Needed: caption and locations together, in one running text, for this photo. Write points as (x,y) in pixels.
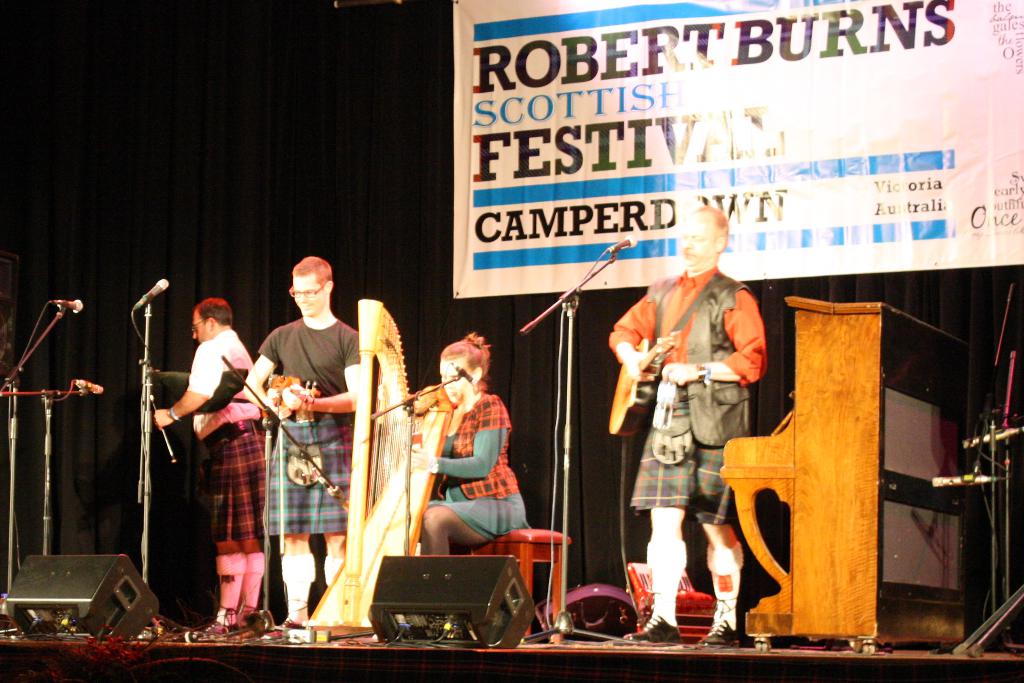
The picture is taken on the stage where people (260,547) are performing with their instruments (412,489) and coming to the right corner of the picture (696,324) one person (643,319) is standing and holding a guitar (660,366) beside him there is one wooden piano (793,529) and in the centre of the picture (506,411) one woman (506,411) is sitting on the chair (525,565) and performing a musical instrument (394,472) and behind her there is a big black curtain (336,281) and with a poster (586,153) on it with some text (662,87) written on it and at the left corner of the picture (212,352) there is one person (245,516) standing in front of the microphone (147,505).
